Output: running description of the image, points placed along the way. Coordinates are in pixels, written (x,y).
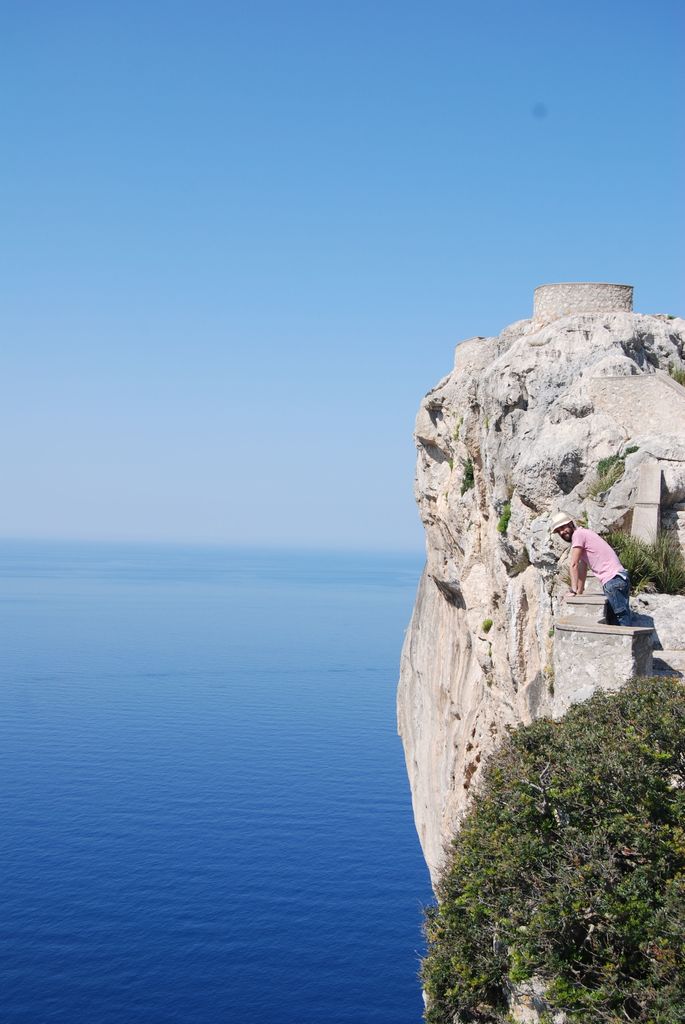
In this image we can see a person (595,560) standing at the hill (446,555), trees (524,785), ocean (282,716) and sky (230,280).
